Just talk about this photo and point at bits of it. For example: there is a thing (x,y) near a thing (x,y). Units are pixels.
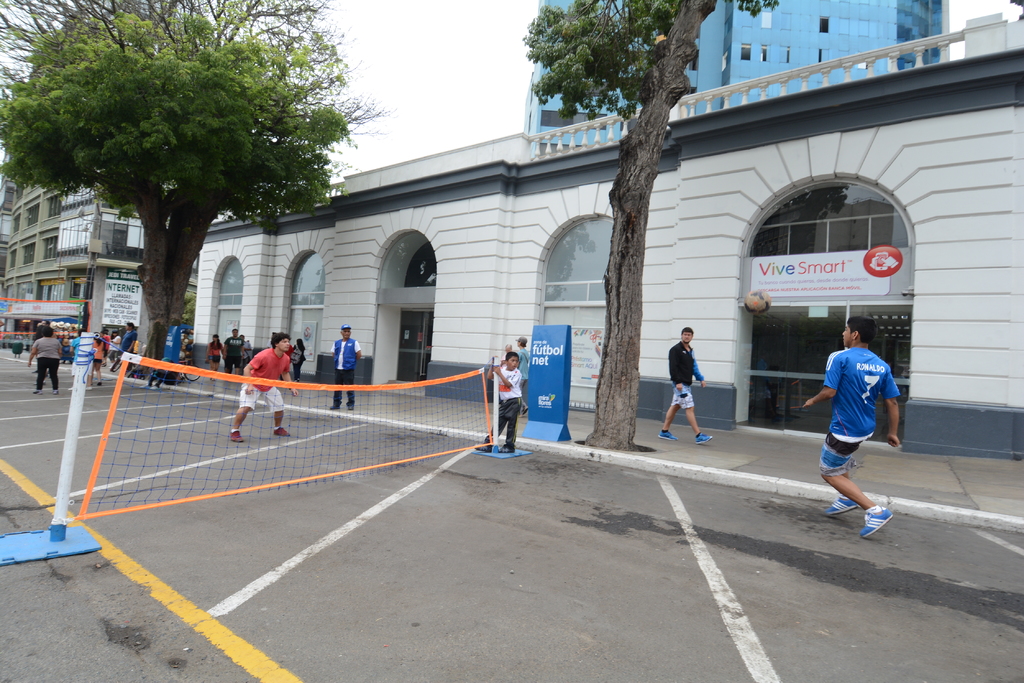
In the picture I can see people (335,359) standing on the ground (328,492). I can also see a net (257,379), buildings (255,274), trees (346,110) and some other things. In the background (417,85) I can see the sky (435,102).
